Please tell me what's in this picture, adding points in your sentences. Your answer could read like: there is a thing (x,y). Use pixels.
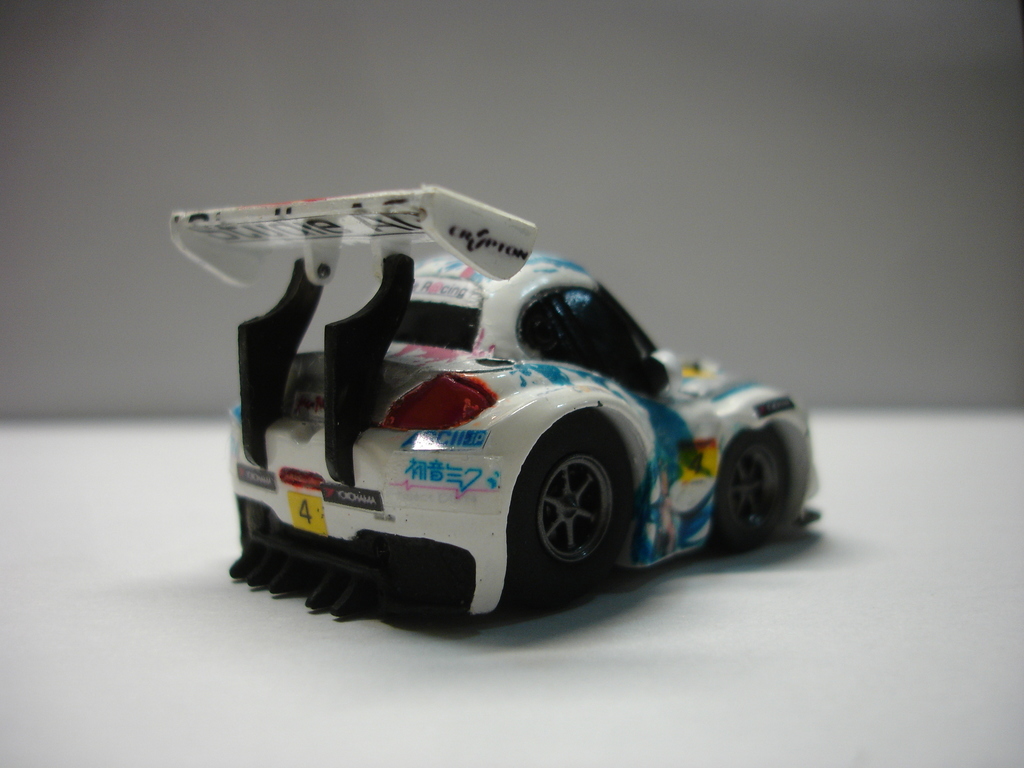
In this picture we can see a toy car (477,511) on a white platform (714,625).
